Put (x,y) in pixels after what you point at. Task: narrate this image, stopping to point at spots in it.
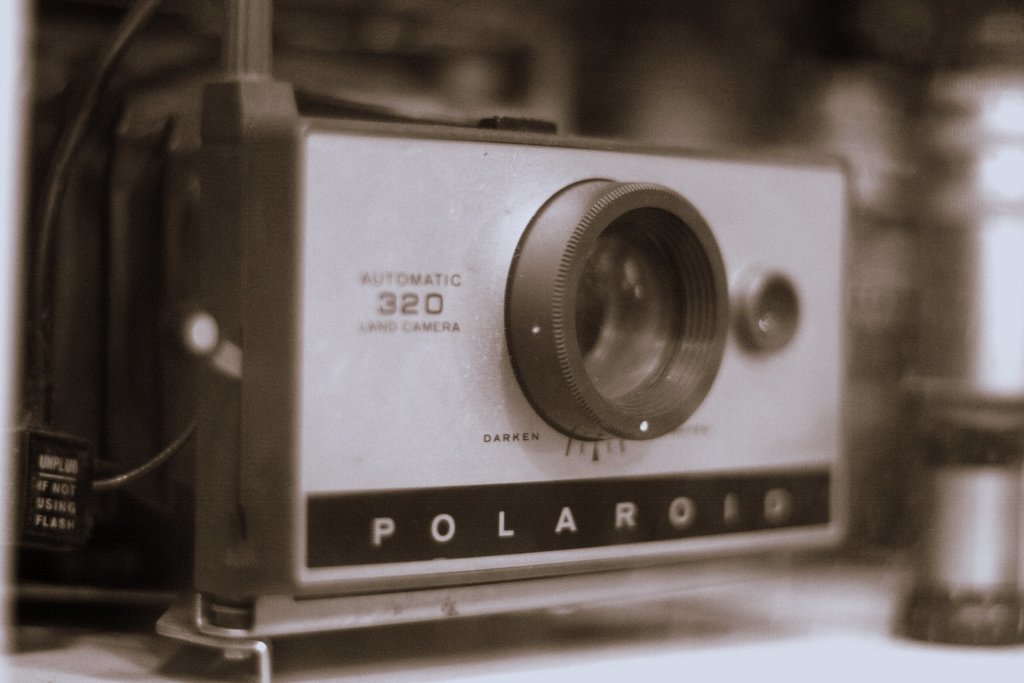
In this image, we can see a camera (312,390) with lens (615,325). On the left side (119,49), we can see some wire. Background (871,158) there is a blur view.
